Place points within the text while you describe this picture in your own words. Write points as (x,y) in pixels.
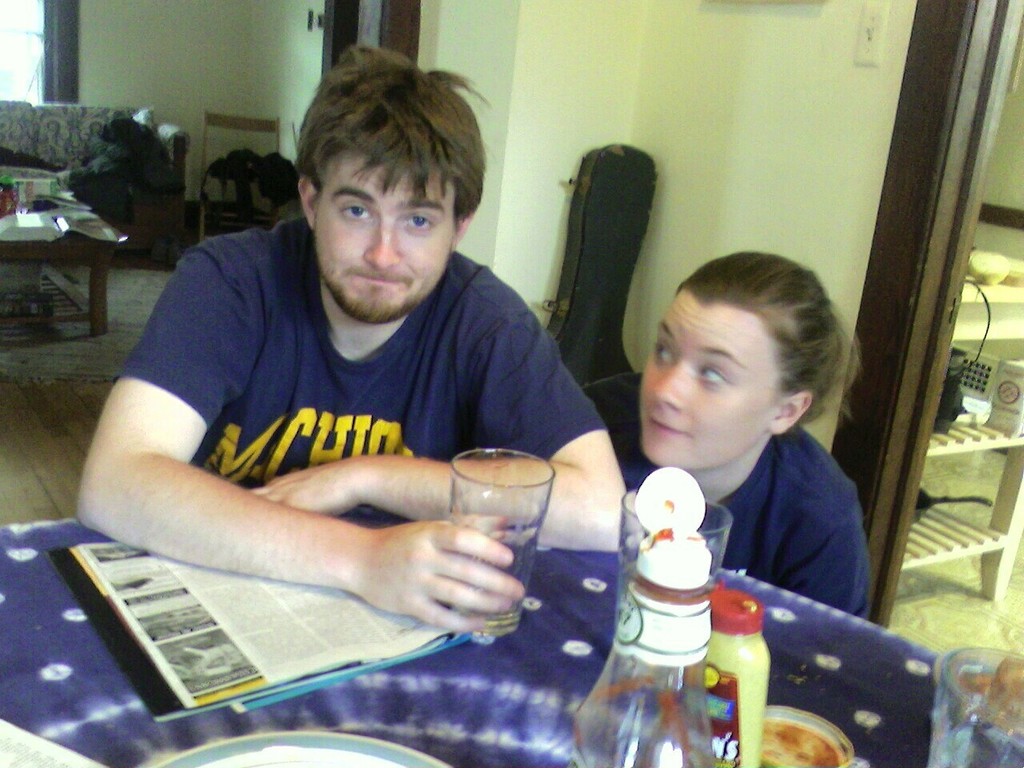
On the background of the picture (937,148) we can see a door (361,44), window (21,41), sofa (67,124) and a blanket (121,138) on it. A chair (219,172) and on the table (65,258) we can see magazines (36,215). This is a floor (115,308). Here a woman (710,416) and a man (510,343) sitting in front of a table (537,697) and on the table (549,641) we can see sauce bottle (668,683), glasses (946,751), magazine (248,688). This is a guitar bag (610,214). At the right side of the picture we can see a shelf (1004,573) and on the shelf (946,525) we can see things (957,502).
